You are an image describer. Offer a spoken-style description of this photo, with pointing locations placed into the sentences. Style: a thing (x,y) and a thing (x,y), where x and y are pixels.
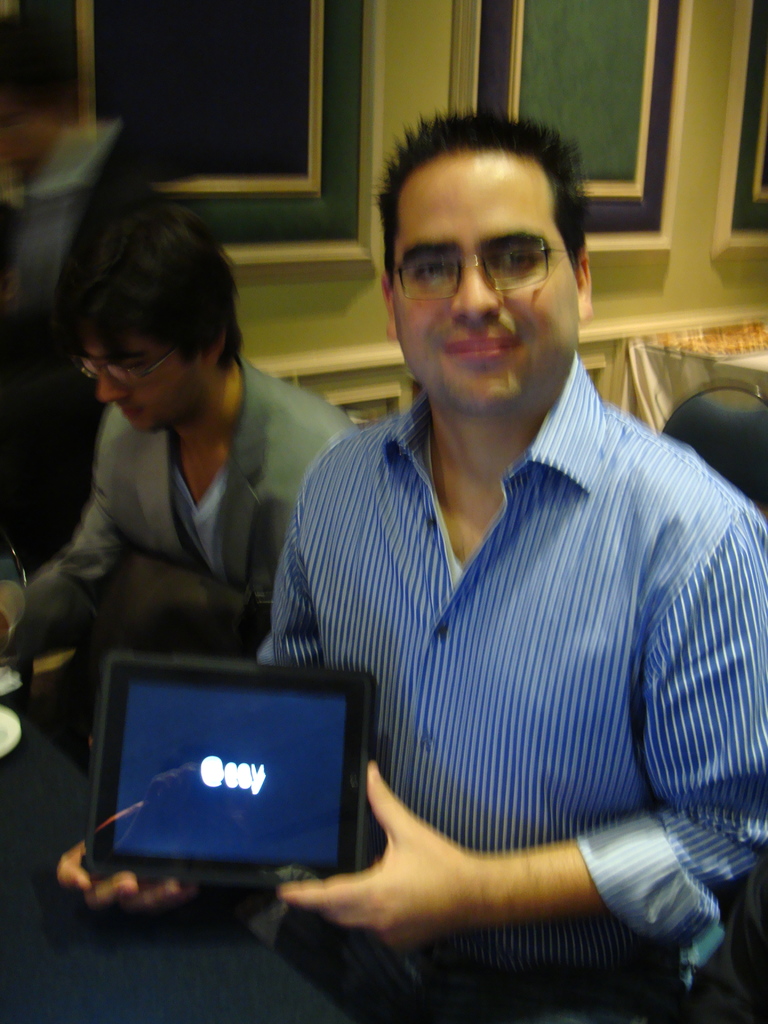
The man (449,591) in front of the picture who is wearing the blue shirt (491,551) and the spectacles (496,281) is sitting on the chair (737,442). He is holding the tablet (364,771) in his hands (373,774) and he is smiling. Beside him, the man (163,454) in the grey blazer (235,475) is sitting on the chair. He is wearing the spectacles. In front of them, we see a table (238,959). In the background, we see a wall (329,301) and something which look like the windows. This picture is blurred.
